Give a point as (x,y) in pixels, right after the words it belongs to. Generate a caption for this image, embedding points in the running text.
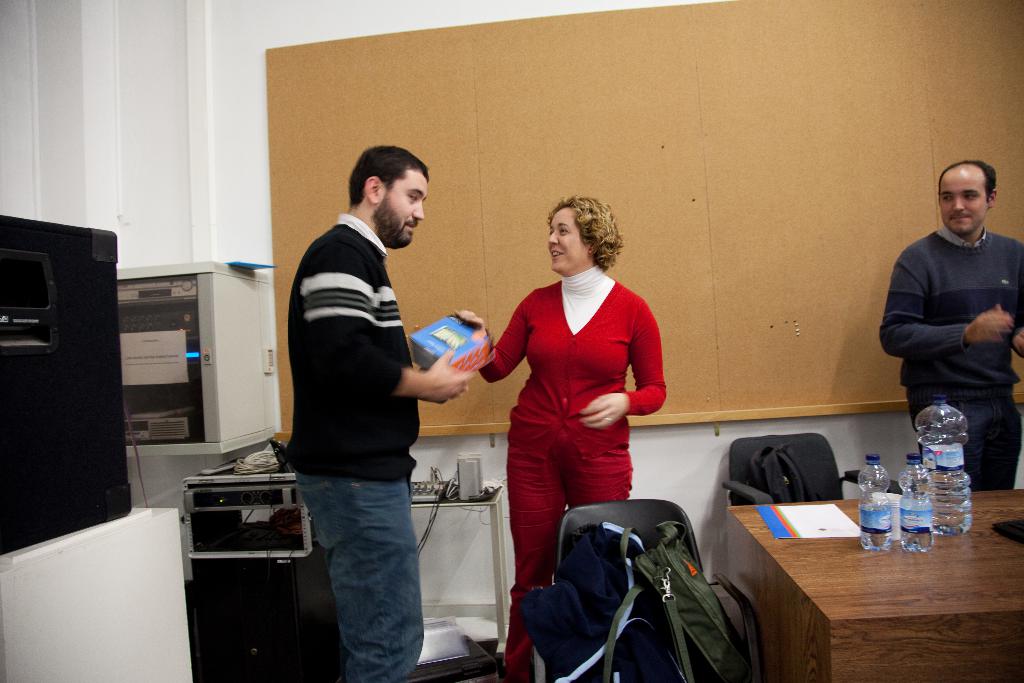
In the image we can see there are people (441,368) standing and there are bags (589,557) kept on the chair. There are water bottles (916,515) kept on the table (1000,667) and there is a man (341,438) holding books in his hand (419,384). There are other machines (165,399) kept on the table (161,563).
